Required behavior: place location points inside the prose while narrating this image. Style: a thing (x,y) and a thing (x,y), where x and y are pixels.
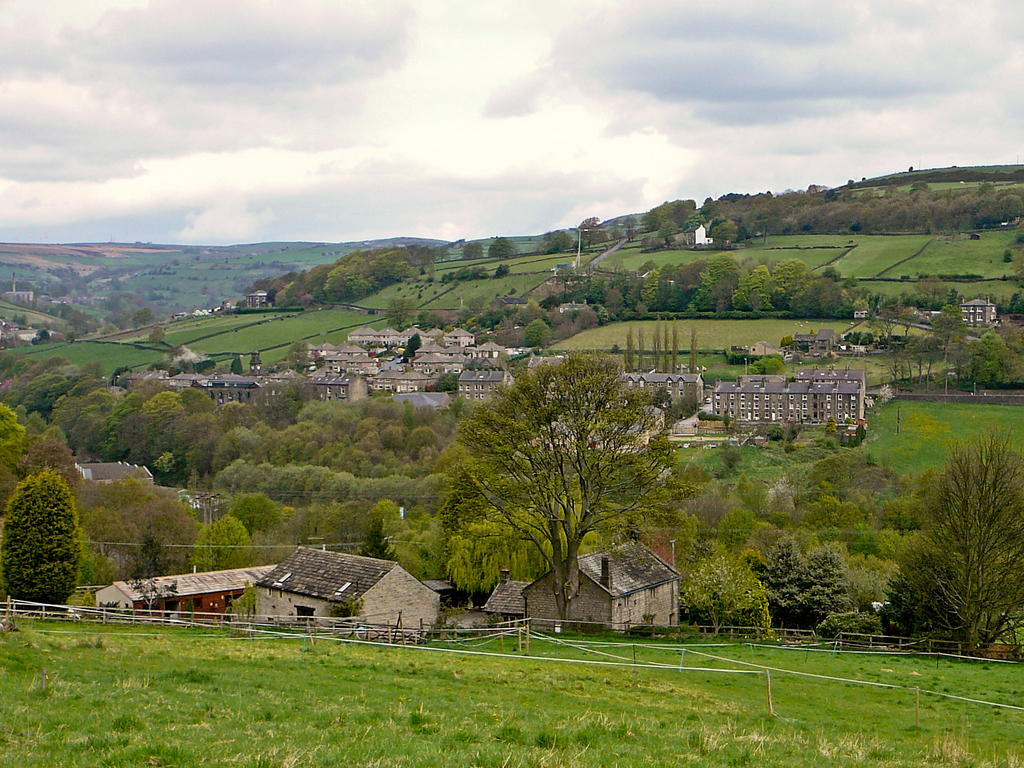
In this image there are hills (512,261). There are buildings (741,392), trees (335,440) and grass (533,275) on the hills (525,259). At the bottom (377,639) there is a fencing (482,630) on the hills (619,681). At the top (365,123) there is the sky (363,86).
